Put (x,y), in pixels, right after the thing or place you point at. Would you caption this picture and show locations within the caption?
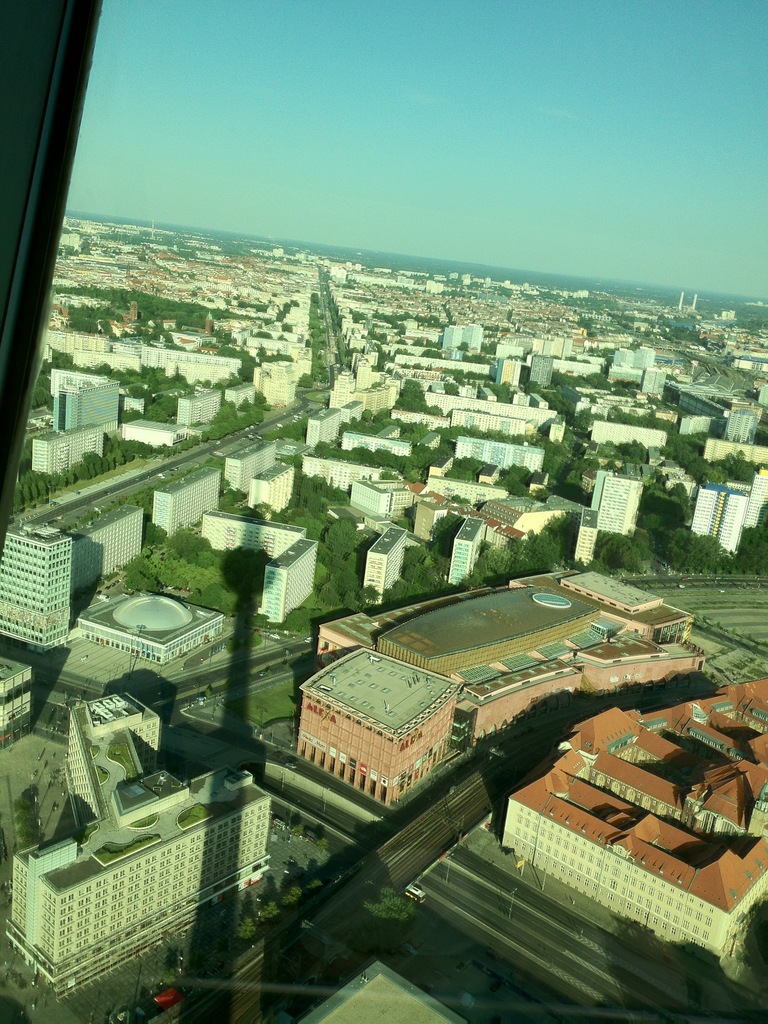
In this image I can see buildings (420,630), trees (343,561) and roads (287,652). In the background (413,148) I can see the sky (325,162).
